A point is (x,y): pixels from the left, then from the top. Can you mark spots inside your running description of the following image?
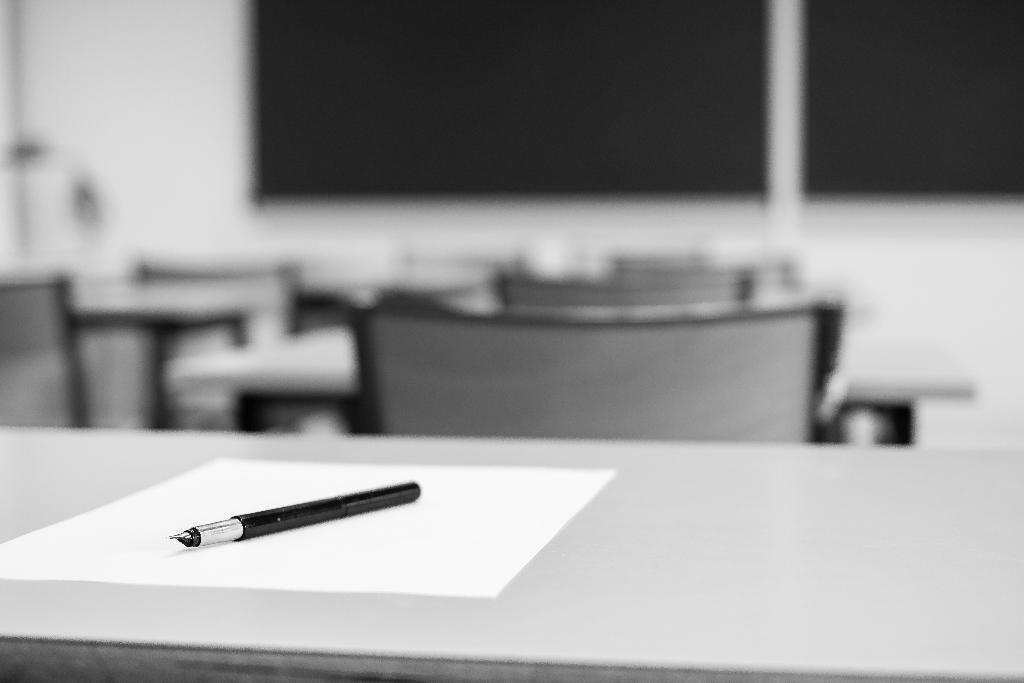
In this picture there is a pen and a paper (266,546) on the table (668,541) at the bottom side of the image (657,553) and there are chairs (519,325), tables (468,299), and blackboards (441,8) in the background area of the image (562,312).
